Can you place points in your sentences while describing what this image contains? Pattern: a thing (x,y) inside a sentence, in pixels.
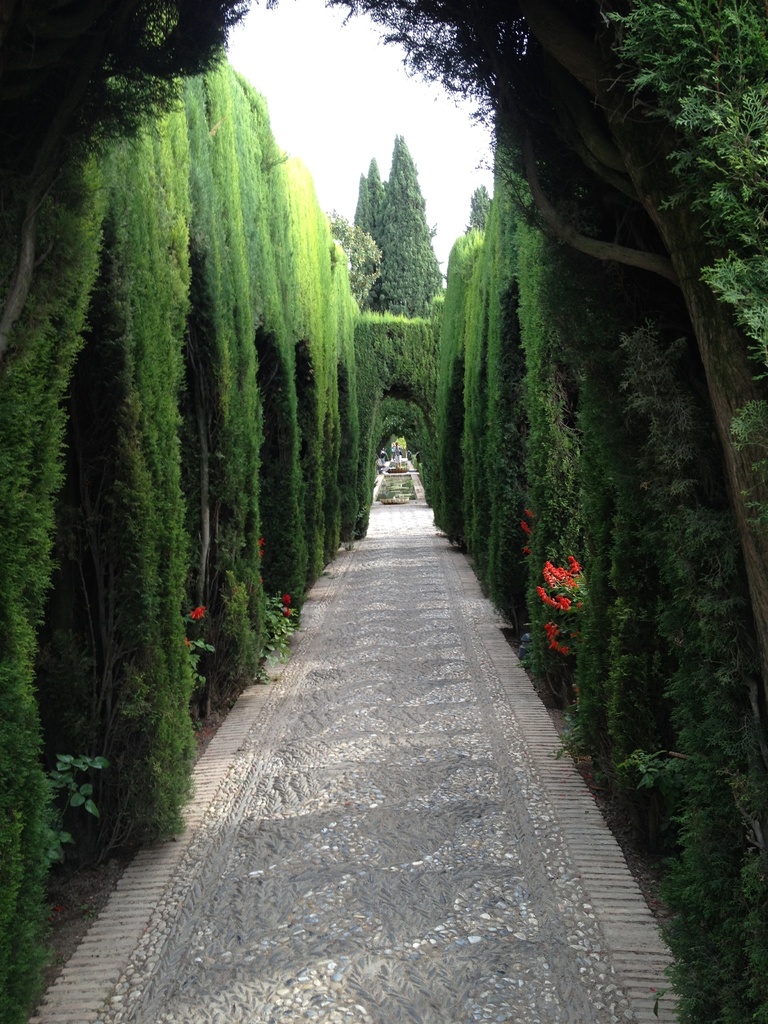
This image consists of trees (550,485) and plants (24,527). At the bottom (356,799), there is a path (325,774). On the left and right, there are flowers (557,600) in red color. At the top (428,111), there is sky (422,95).
